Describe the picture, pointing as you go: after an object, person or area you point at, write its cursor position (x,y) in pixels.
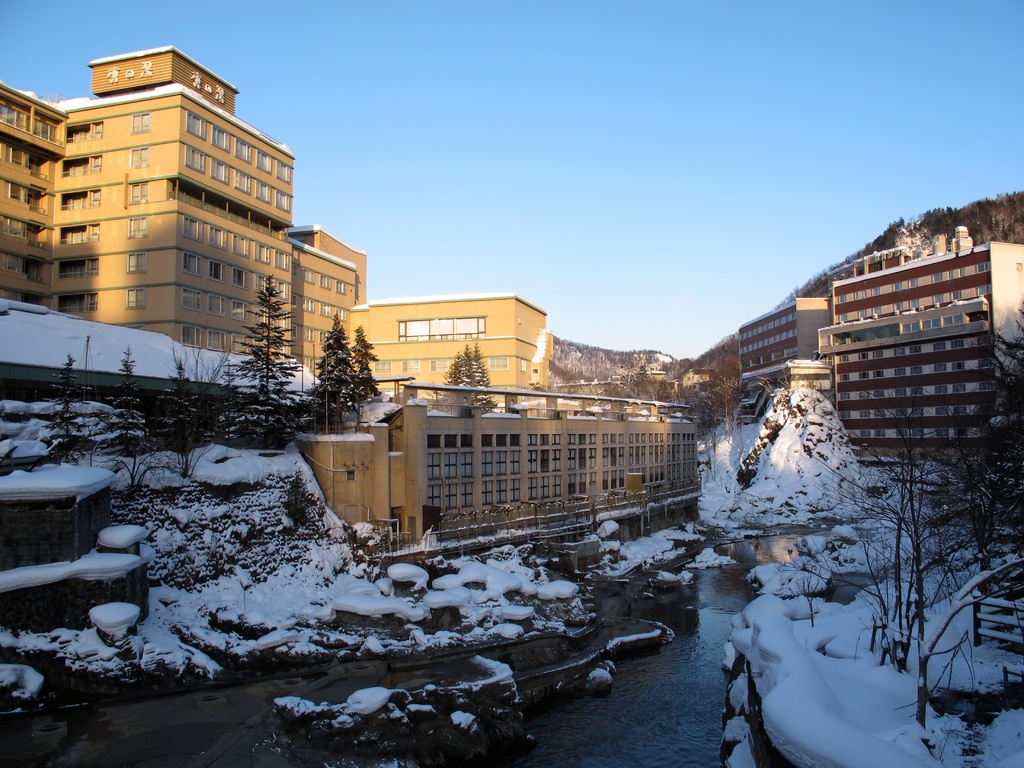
In this picture we can observe snow (235,558) on the land (808,654). We can observe some water (607,700). There are some trees (364,390) in this picture. We can observe buildings (85,160) which were in yellow and maroon color. In the background (977,212) there is a hill (641,358) and a sky (559,213).
